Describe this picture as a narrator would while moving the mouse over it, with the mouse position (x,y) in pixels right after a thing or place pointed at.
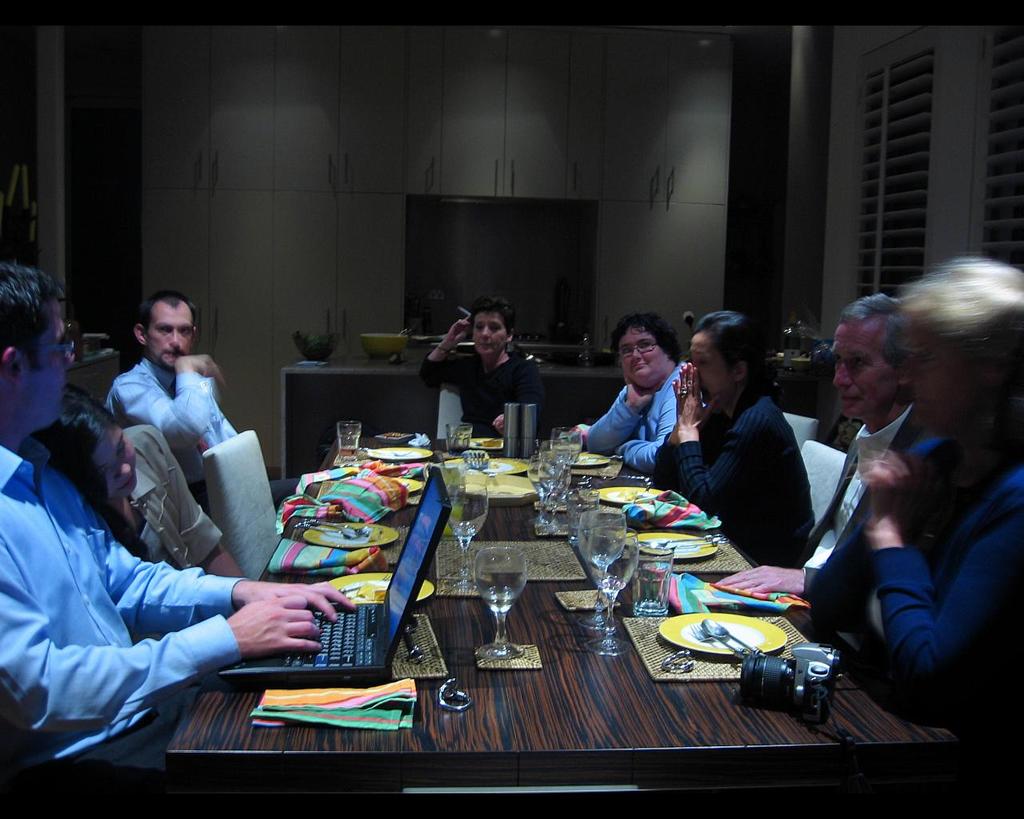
The picture is taken in a closed room (364,656) where people (134,589) are sitting on the chairs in front of the table (584,688) and on the table (498,705) there are glasses (665,586), napkins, plates (759,638), spoons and a laptop (404,600) and a camera (756,662) are present and at the centre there is one big dark panel (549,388) on the wall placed and behind that there are racks (181,136) present.
